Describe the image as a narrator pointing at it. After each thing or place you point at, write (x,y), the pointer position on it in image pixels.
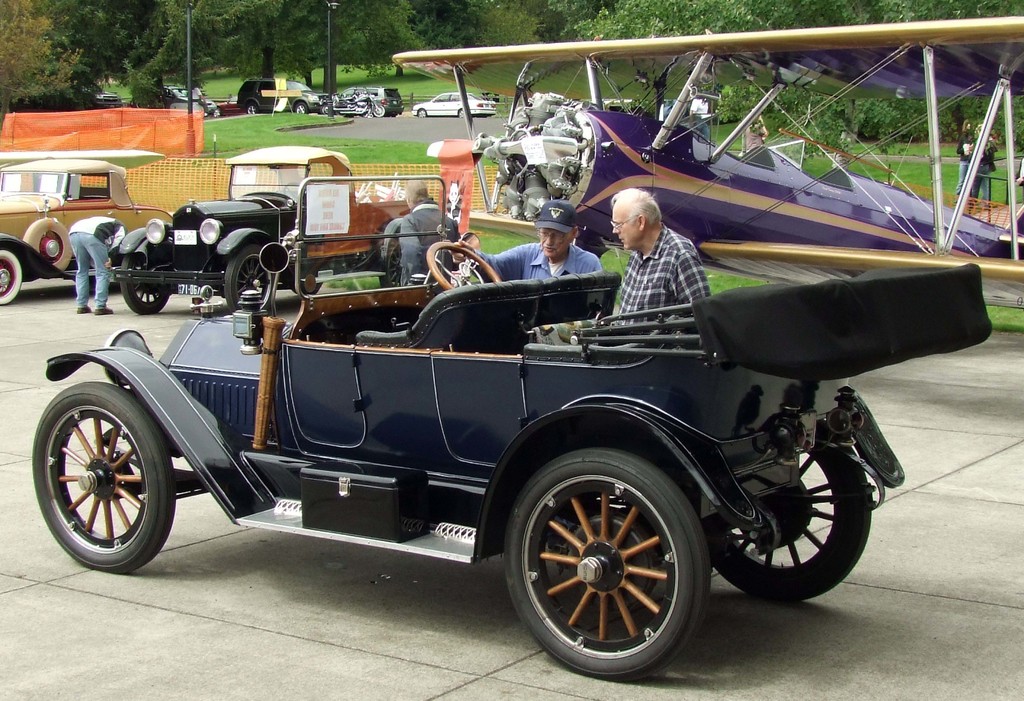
In this image there are cars (304,292) and people (640,245) were standing beside the cars (539,287). At the background (223,56) there are trees (692,22) and we can see grass (347,81) on the surface (233,81).
